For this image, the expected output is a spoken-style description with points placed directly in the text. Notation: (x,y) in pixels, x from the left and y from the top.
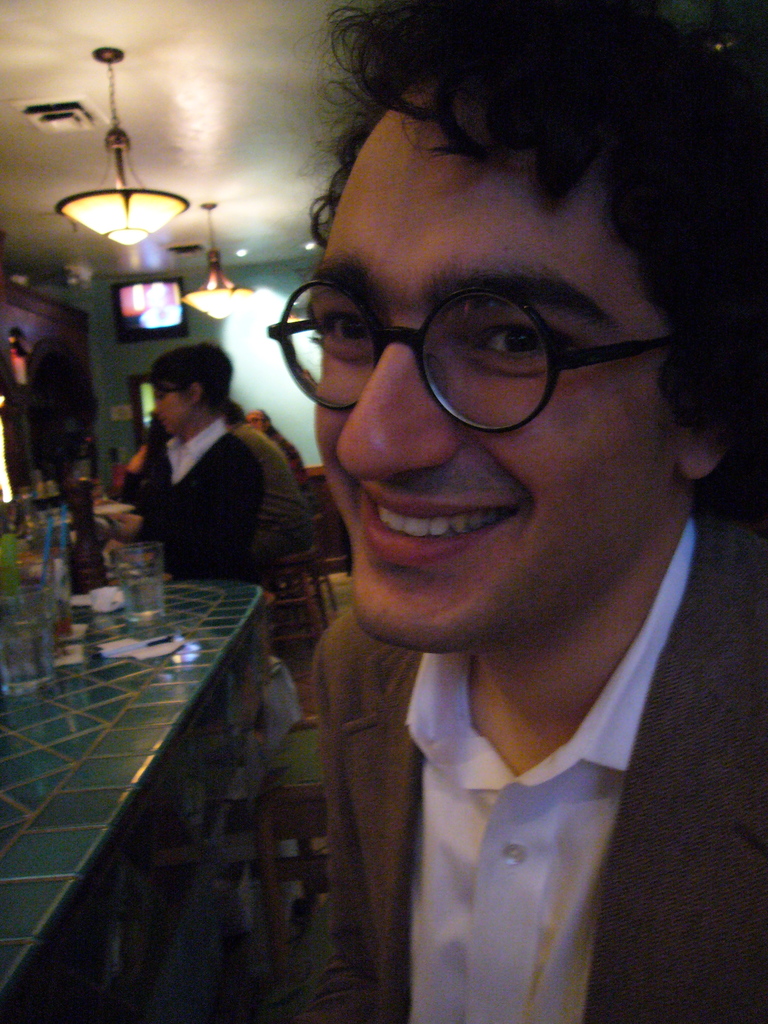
In the foreground (353,682) we can see a person (453,194), he is smiling. On the left (195,487) there are people (191,519), bar table (26,900), glasses (64,578), bottles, chandelier (231,289), television (136,329), wall (118,361) and ceiling (156,107). At the top (208,107) it is ceiling (210,95). In the center of the background (248,329) we can see chairs (316,570) and wall (295,406).
